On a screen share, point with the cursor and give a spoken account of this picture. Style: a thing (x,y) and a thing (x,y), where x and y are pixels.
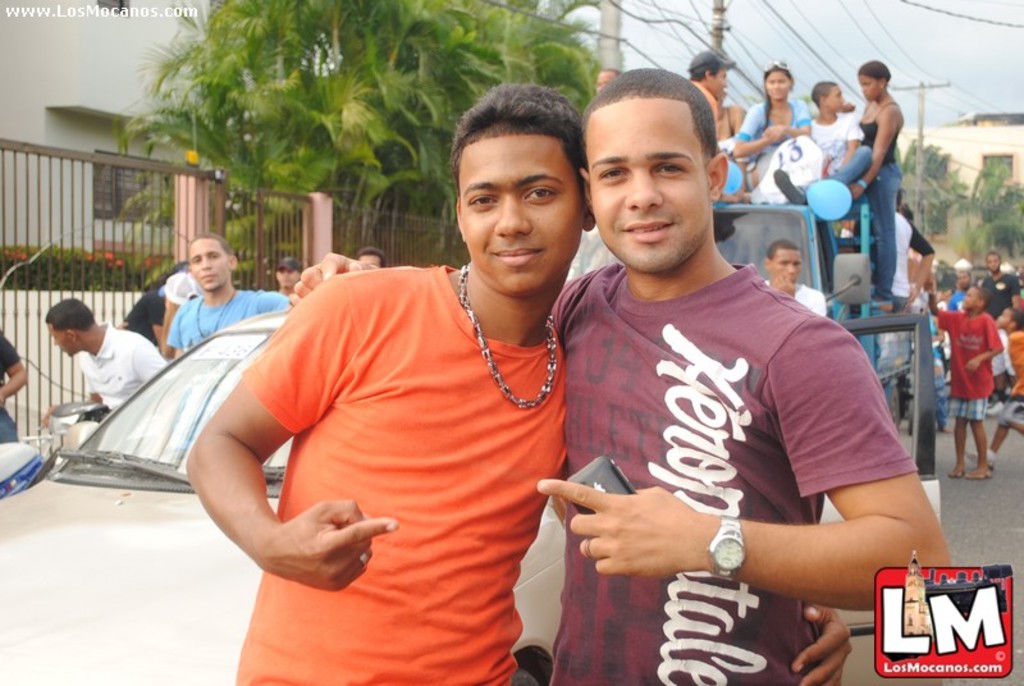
In this image we can see a few people (521,398) standing on the road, there are few vehicles (86,448), there are a few people (789,198) standing on the vehicle (835,280), there we can also see few trees (385,125), buildings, electric poles (718,29) with wires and fences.
